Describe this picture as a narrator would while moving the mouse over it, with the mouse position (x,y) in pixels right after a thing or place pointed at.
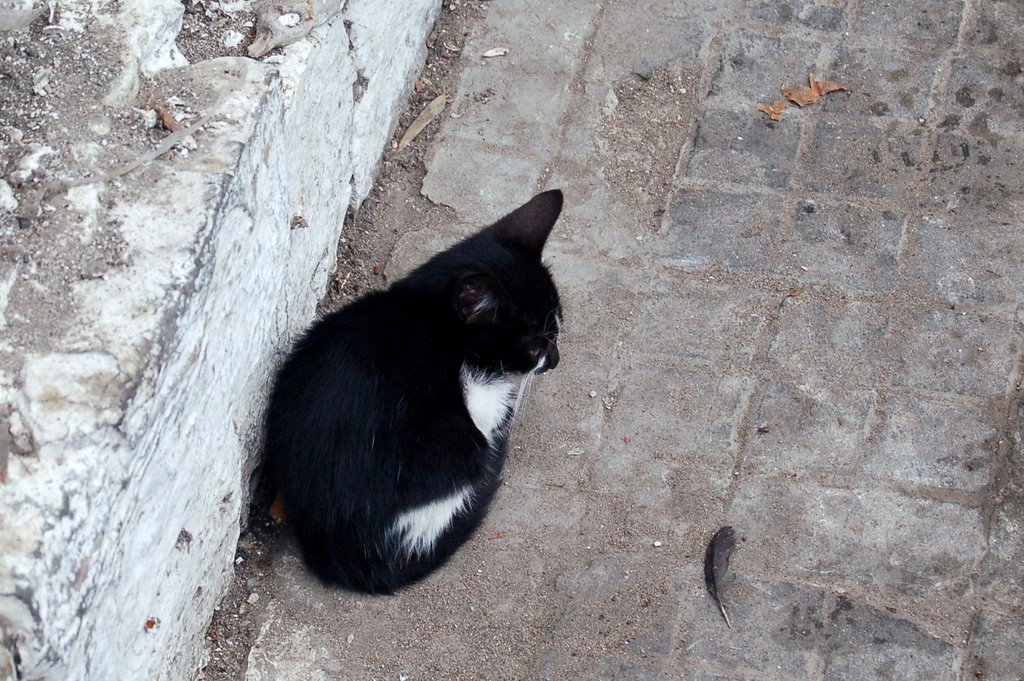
In the picture I can see a black color cat (326,484) is sitting on the ground (314,596). On the left side of the image (202,315) I can see a white color wall (234,455).
